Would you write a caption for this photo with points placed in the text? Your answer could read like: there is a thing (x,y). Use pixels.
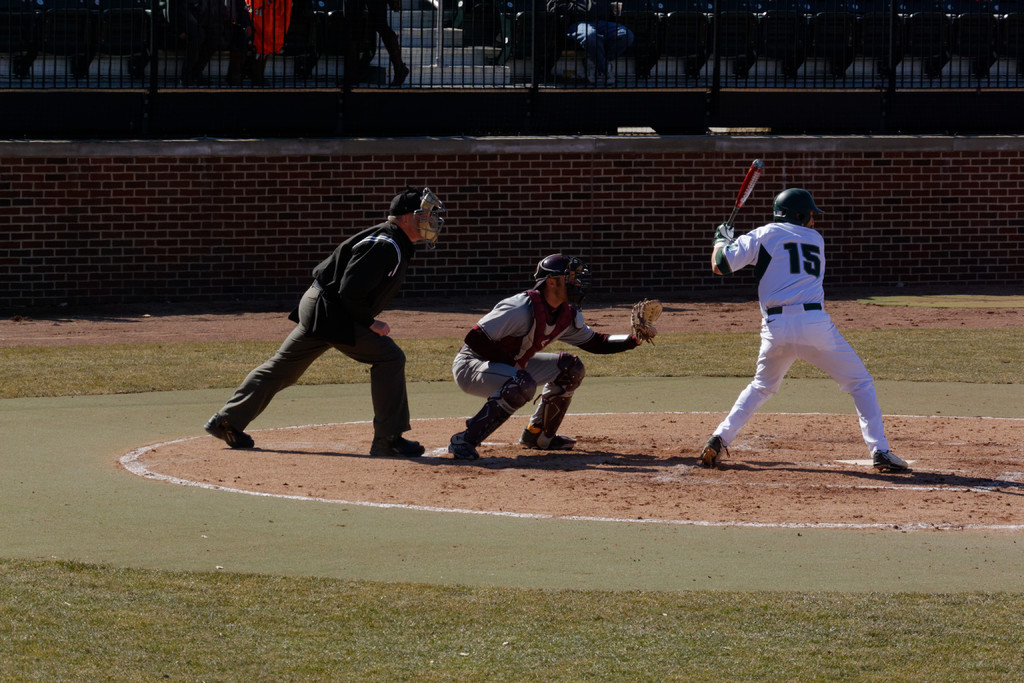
In this image on the right (793,260) there is a man (801,277), he wears a t shirt (792,276), trouser (783,367), shoes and helmet (802,202), he is holding a bat (746,194), behind him there is a man (548,320), he wears a t shirt (530,337), trouser (492,378), shoes (472,447) and helmet (534,270), behind him there is a man (341,296), he wears a t shirt (355,274), trouser (326,346), shoes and helmet (432,241). At the bottom (475,559) there is grass (477,524) and land (506,511). In the background (582,246) there are chairs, some people (578,60), staircase (431,78) and wall (448,217).
